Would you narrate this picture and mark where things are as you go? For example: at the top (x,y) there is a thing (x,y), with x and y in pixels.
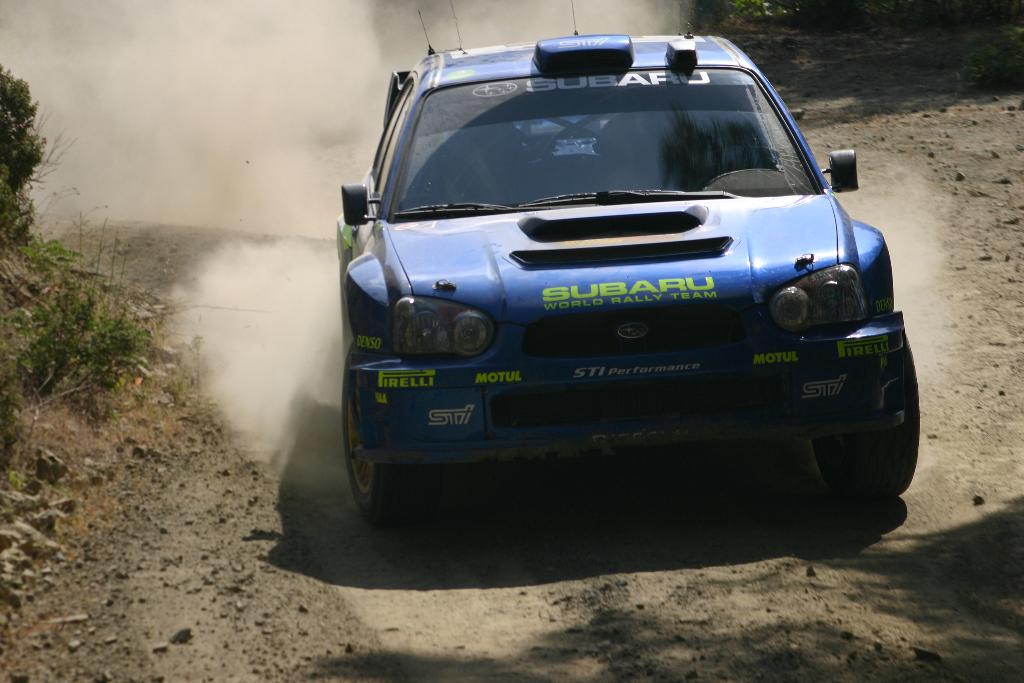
In the foreground of this image (525,368), there is a sports car (570,275) on the ground (567,584) and in the background (263,289), we can see smoke (248,293) and plants (89,289).
